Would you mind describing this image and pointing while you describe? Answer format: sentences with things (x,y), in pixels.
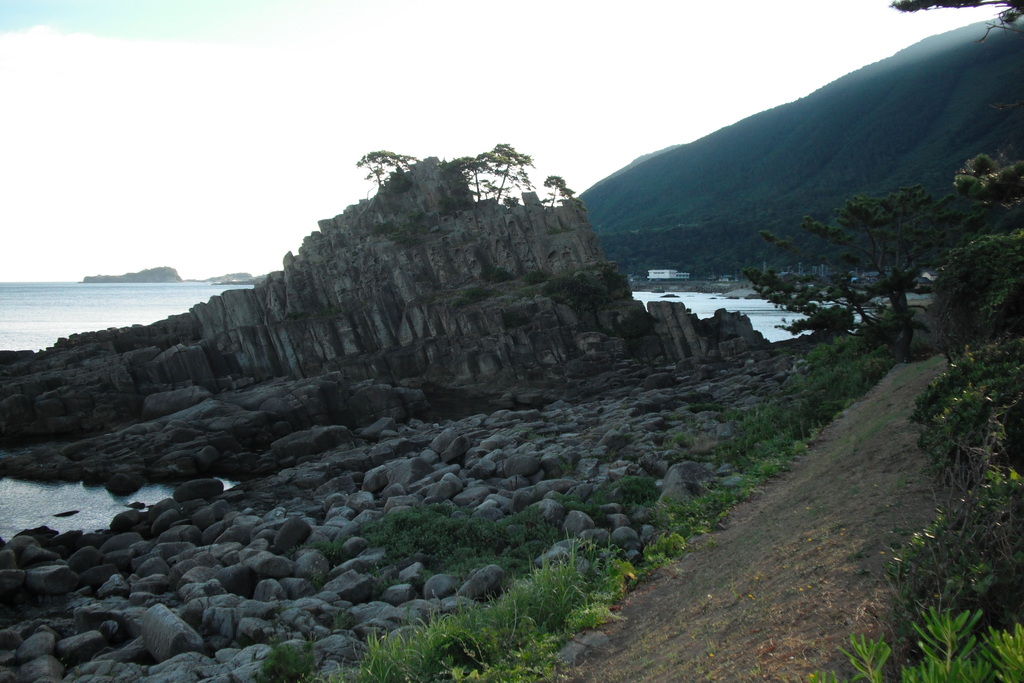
In this image there are rocks (180,367), at sea (111,312), building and mountains (601,211) and there is grass (475,543) and trees (686,213) on the surface (693,344).
